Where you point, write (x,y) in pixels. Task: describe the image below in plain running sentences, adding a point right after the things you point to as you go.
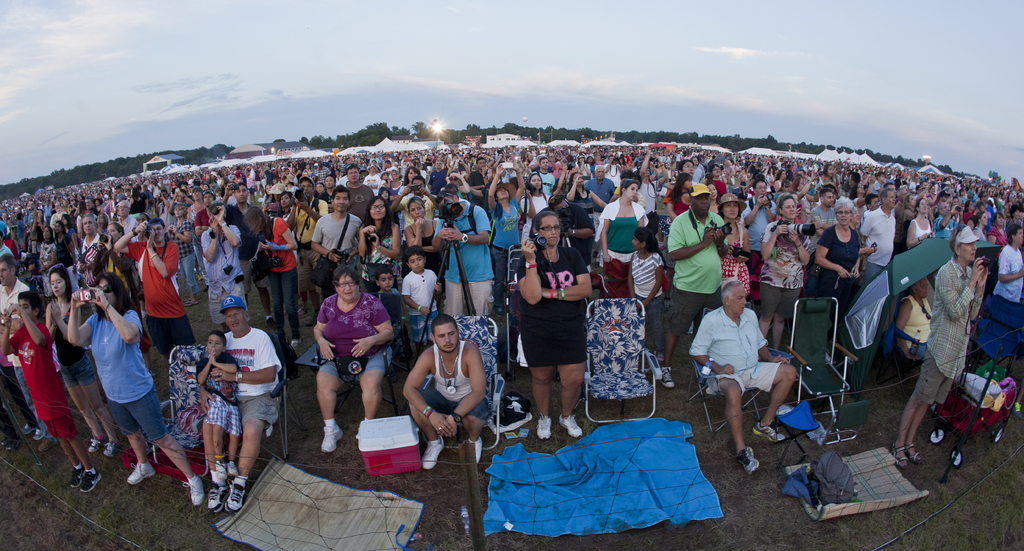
This picture shows few people (427,214) are standing and they are holding cameras (564,211) in their hands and few people (433,410) seated on the chairs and we see trees (550,133) and a cloudy sky (905,11).
